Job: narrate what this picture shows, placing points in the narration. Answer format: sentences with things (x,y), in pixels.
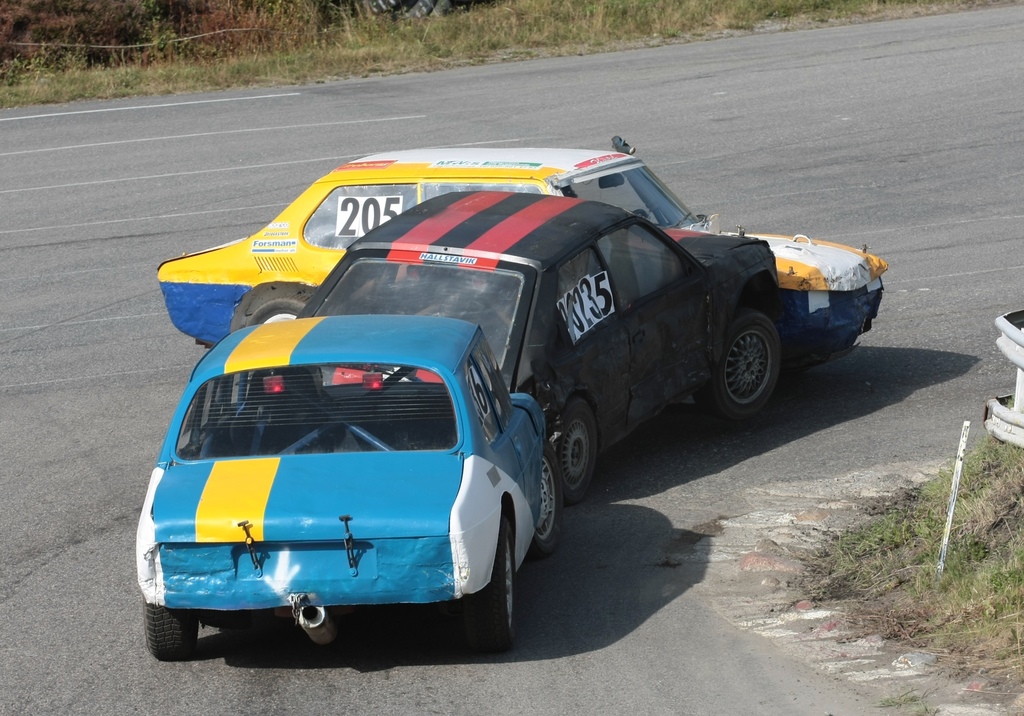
In this image, I can see three cars (521,356) on the road (700,429). This is the grass (381,60).
